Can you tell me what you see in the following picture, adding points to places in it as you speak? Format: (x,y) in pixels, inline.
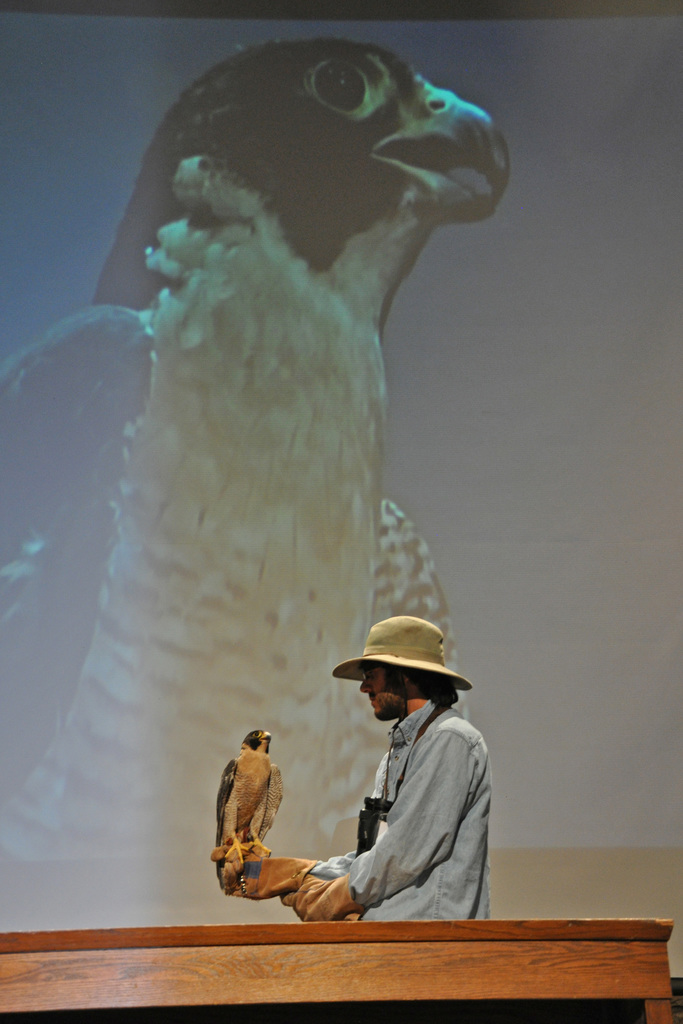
In this image we can see a person (403,735) wearing a hat (423,663) holding a falcon (236,774). On the backside (280,417) we can see a projector (219,428).
